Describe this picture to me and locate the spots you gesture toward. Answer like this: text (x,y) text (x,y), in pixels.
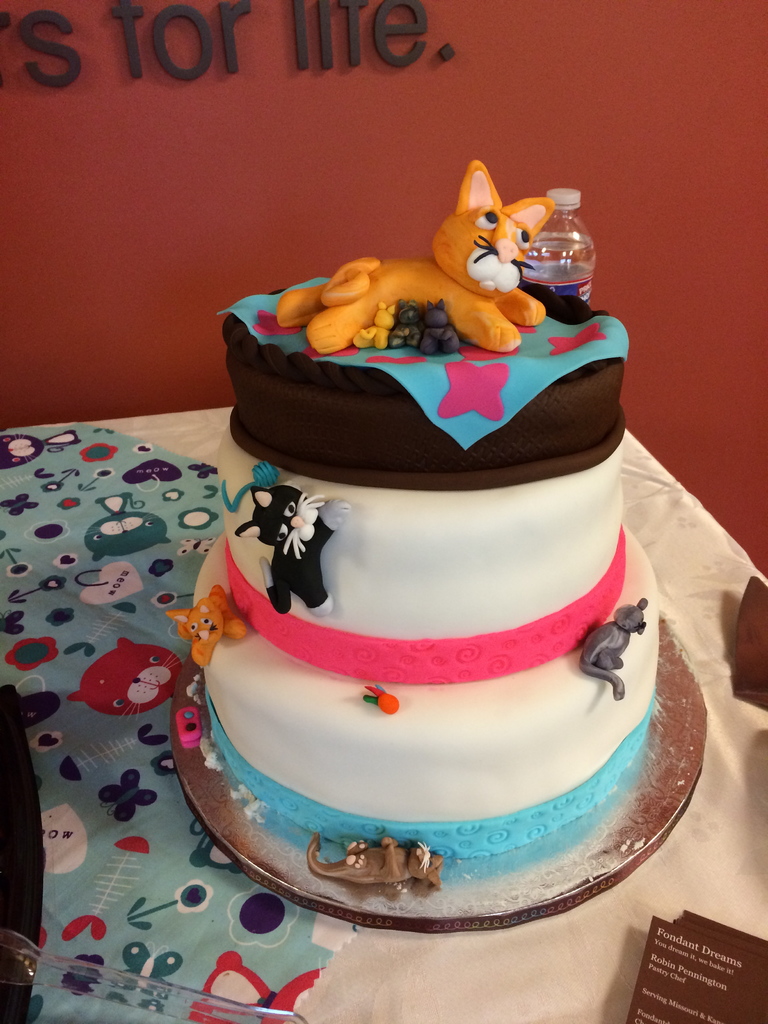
In this picture there is a cake (306,683) placed on the table (480,941). The cake (368,746) is in three steps (391,573). There is a bottle (572,243) and in the background (534,164) there is a wall (430,144).
